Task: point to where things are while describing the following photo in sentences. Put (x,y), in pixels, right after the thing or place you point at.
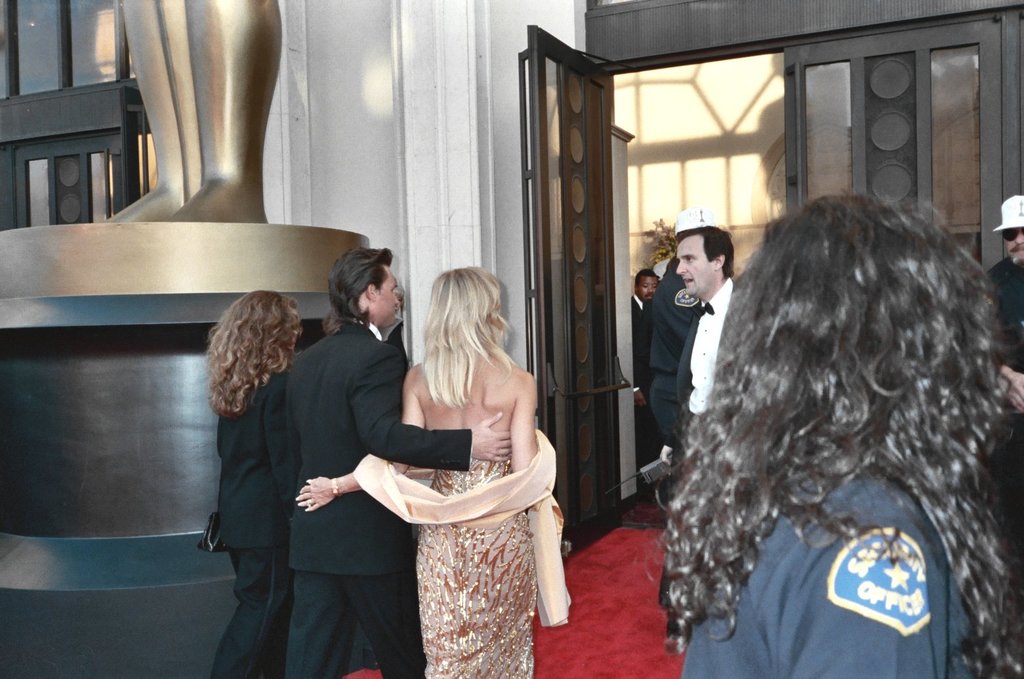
In this picture we can see group of people (423,452), on the left side of the image (205,172) we can see a statue (206,176), in the background (654,231) we can find a plant (673,239), and we can see a man (1021,236) on the right side of the image (1006,279), he wore a cap (1023,213).
